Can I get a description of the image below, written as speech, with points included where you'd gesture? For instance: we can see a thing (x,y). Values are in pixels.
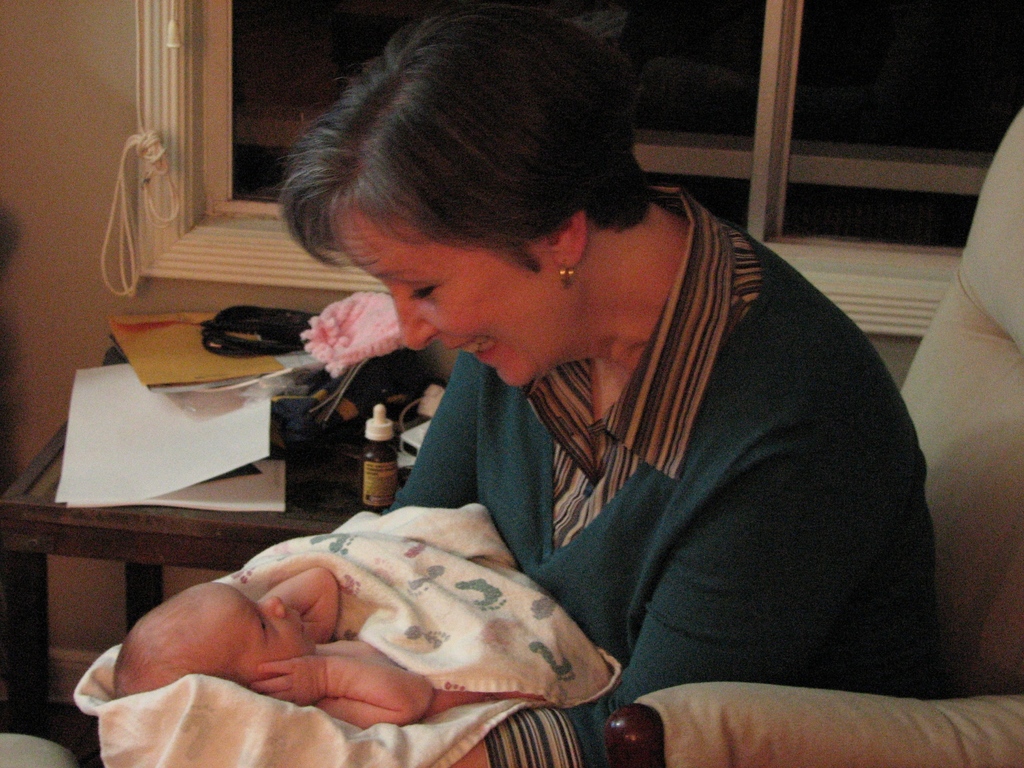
In this image, we can see a person (605,266) sitting on the couch (855,735) and holding a baby (310,663) with her hands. There are things (373,368) on the table (241,535) which is on the left side of the image (173,475). There is a window (360,35) at the top of the image (678,25).
